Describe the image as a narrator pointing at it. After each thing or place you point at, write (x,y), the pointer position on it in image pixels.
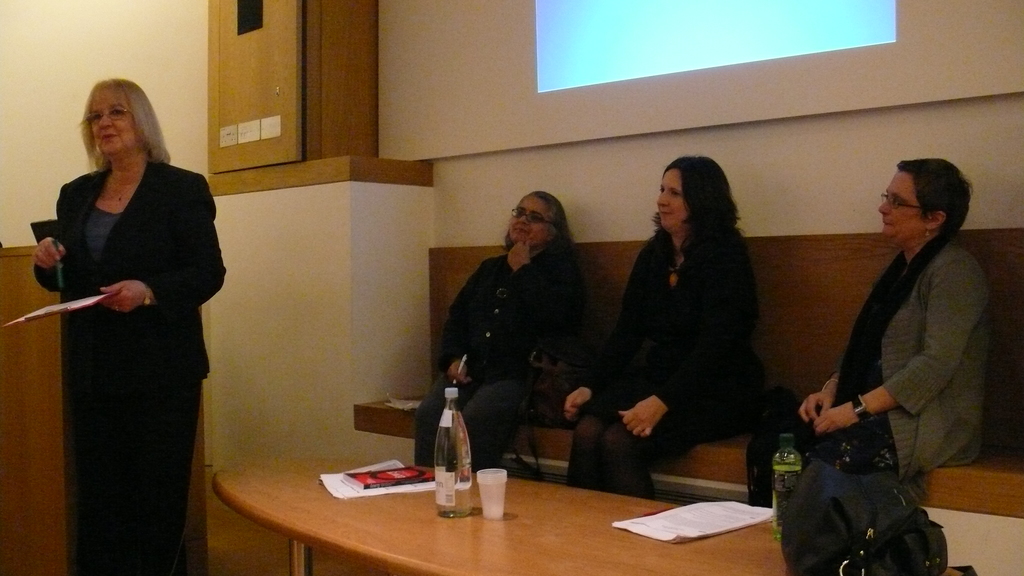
In the image we can see one person (165,317) on the left side (181,290) she is standing and holding book (85,306). On the right (690,354) we can see three persons (823,406) were sitting on the sofa (786,328). Between them we can see table (466,541), on table (387,529) two bottles (457,467), glass (494,489) and book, papers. And back we can see wall (47,28) and cupboard (352,131).
